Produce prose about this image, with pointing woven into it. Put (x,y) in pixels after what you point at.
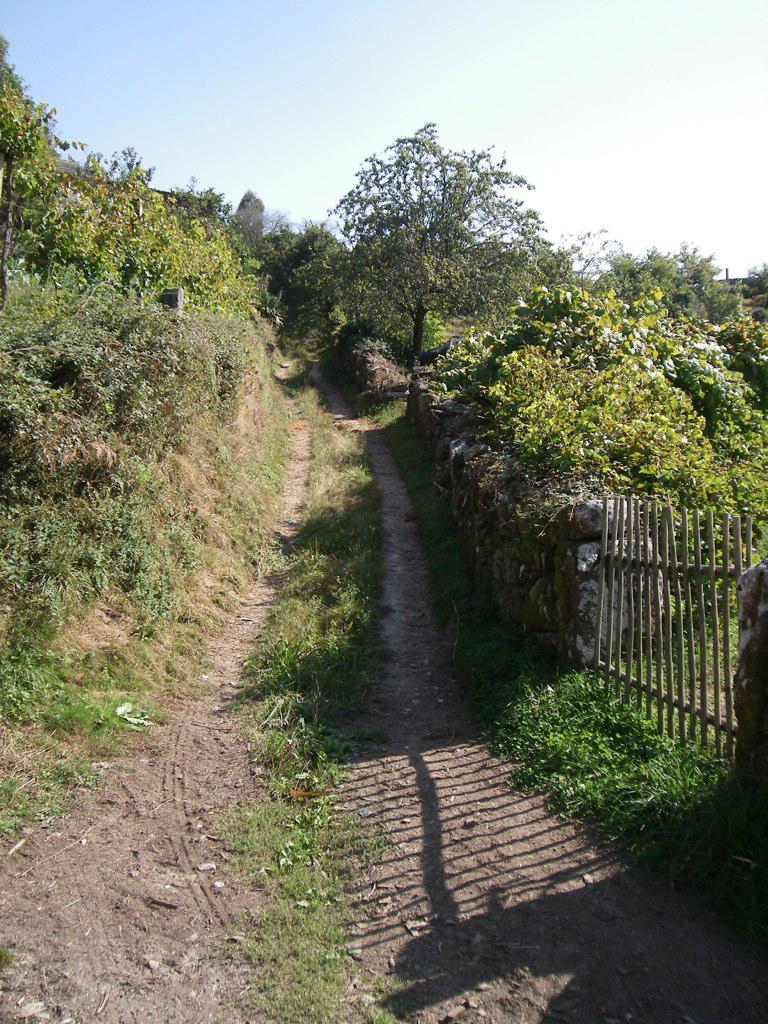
At the bottom of this image (545,1007), there is a road (467,870) on which there is grass (320,935). On the left side (226,452), there are trees (42,158), plants (99,553) and grass (246,392) on a hilly surface (248,381). On the right side (612,503), there are trees (480,183), plants (766,539), grass (415,524) and a stone wall (423,411) which is having a gate (749,546). In the background (562,221), there are trees (498,211) and there is sky (139,17).
